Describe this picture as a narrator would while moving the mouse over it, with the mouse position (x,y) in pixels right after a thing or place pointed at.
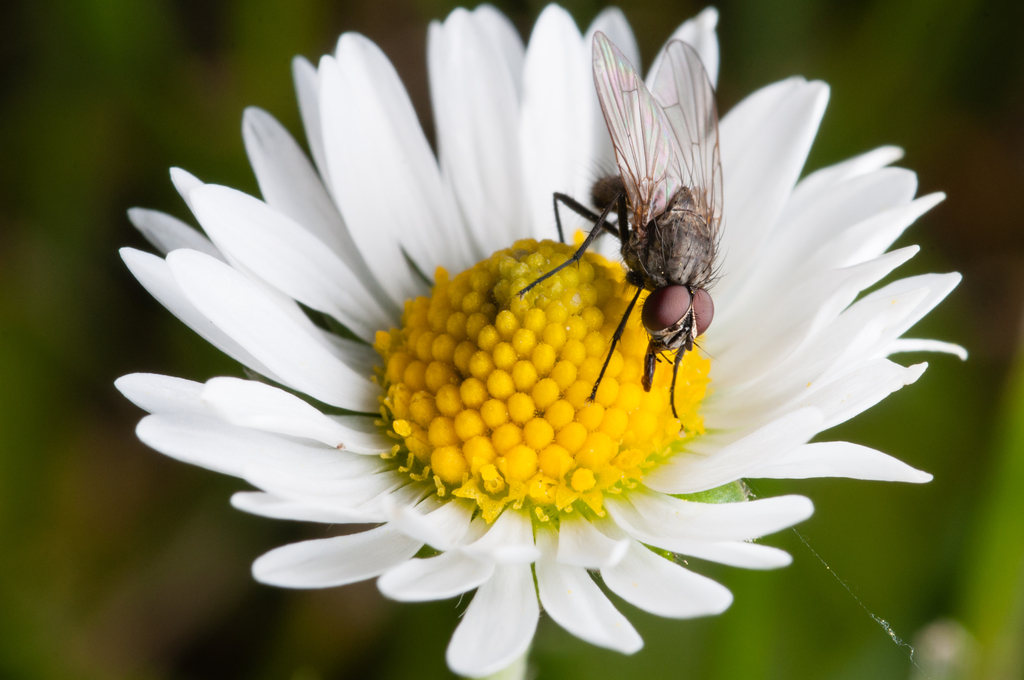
This picture shows a flower (576,394). It is white and yellow in color and a fly (695,332) on it.
